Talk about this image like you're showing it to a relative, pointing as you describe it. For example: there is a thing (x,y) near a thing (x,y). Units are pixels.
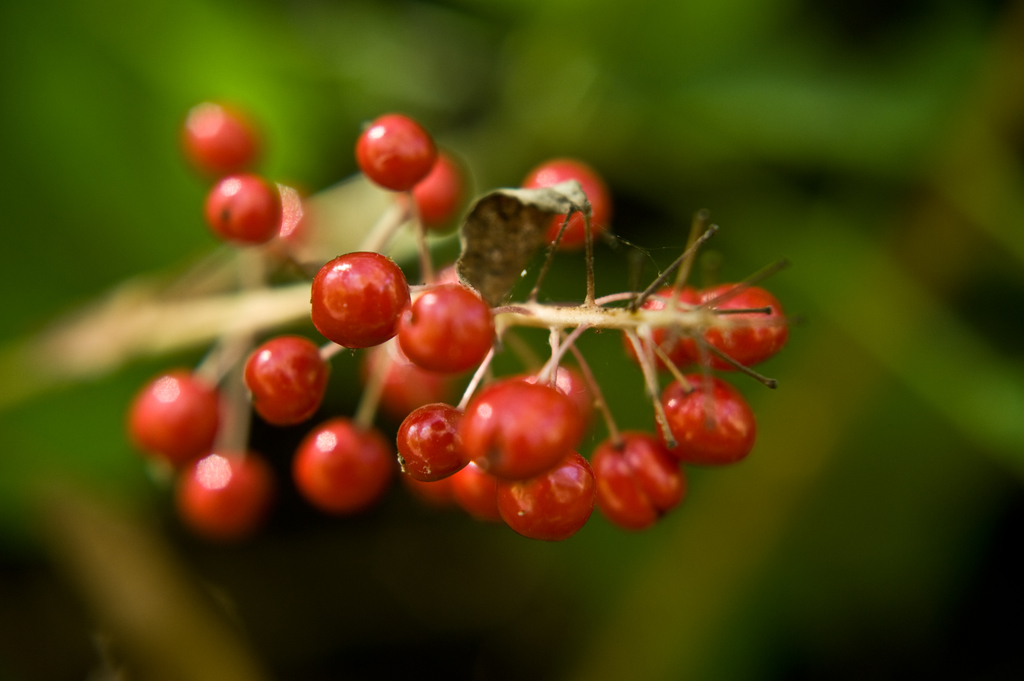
In this picture there are red color fruits (596,184) and there is a leaf (544,220) on the stem (589,324). At the back (936,410) there is a blur background (638,597).
